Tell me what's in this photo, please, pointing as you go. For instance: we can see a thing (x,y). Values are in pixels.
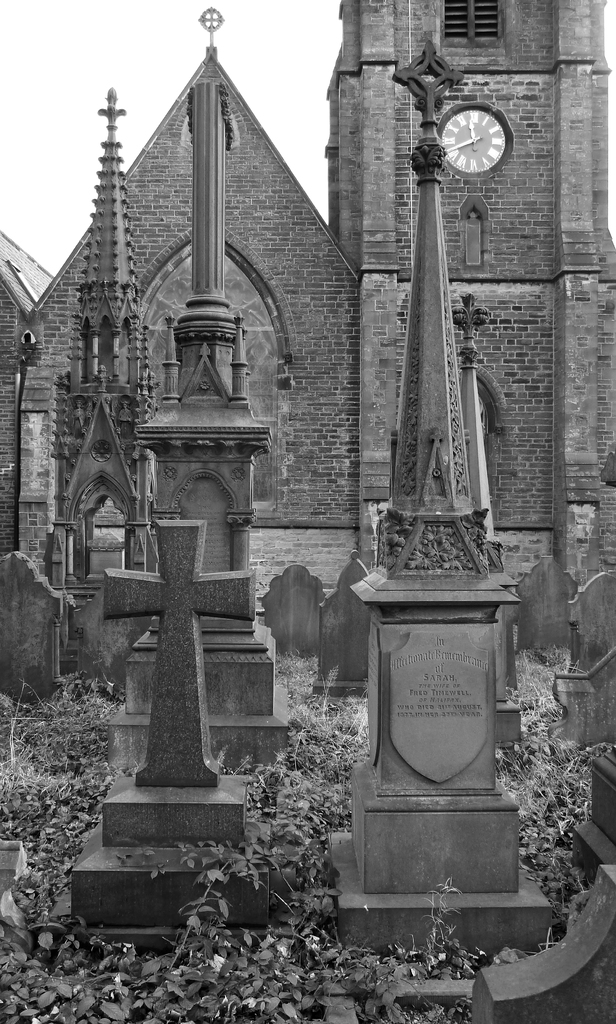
Black and white picture. Here we can see memorial walls (87,511). Background (231,193) there is a brick wall (319,334). On this brick wall (506,209) there is a clock (480,113). Here we can see a window (488,30).
